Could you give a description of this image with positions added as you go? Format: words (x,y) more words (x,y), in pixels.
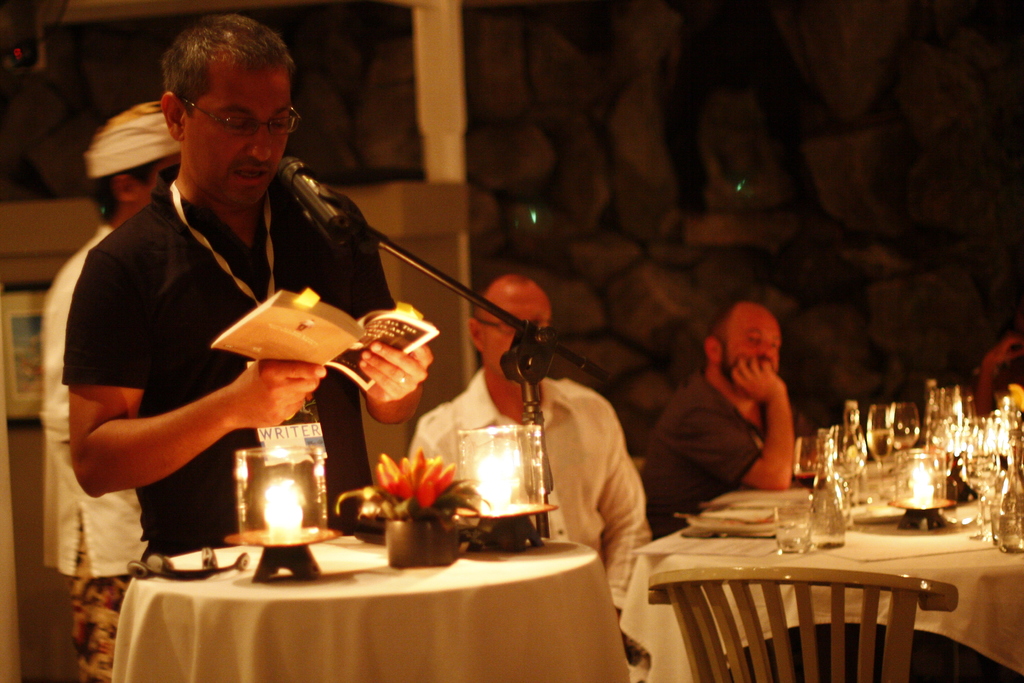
The man (246,303) in black T-shirt (190,373) who is wearing spectacles (236,129) is holding a book (336,358) in his hand (391,363) and he is talking on the microphone (295,165). In front of him, we see a table (356,634) on which candles (481,511) and flower vase (407,542) are placed. Beside him, we see two men (741,421) sitting on the chairs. In front of them, we see a table (930,549) which is covered with white cloth (960,578) and on the table (857,538), we see glasses (838,450), glass bottles (842,513) and books (763,532). Behind him, the man (46,429) in white apron (85,510) is standing. Behind him, we see a cupboard (63,206) and a wall (23,448) on which photo frame (42,344) is placed. In the background (699,207), it is black in color.
